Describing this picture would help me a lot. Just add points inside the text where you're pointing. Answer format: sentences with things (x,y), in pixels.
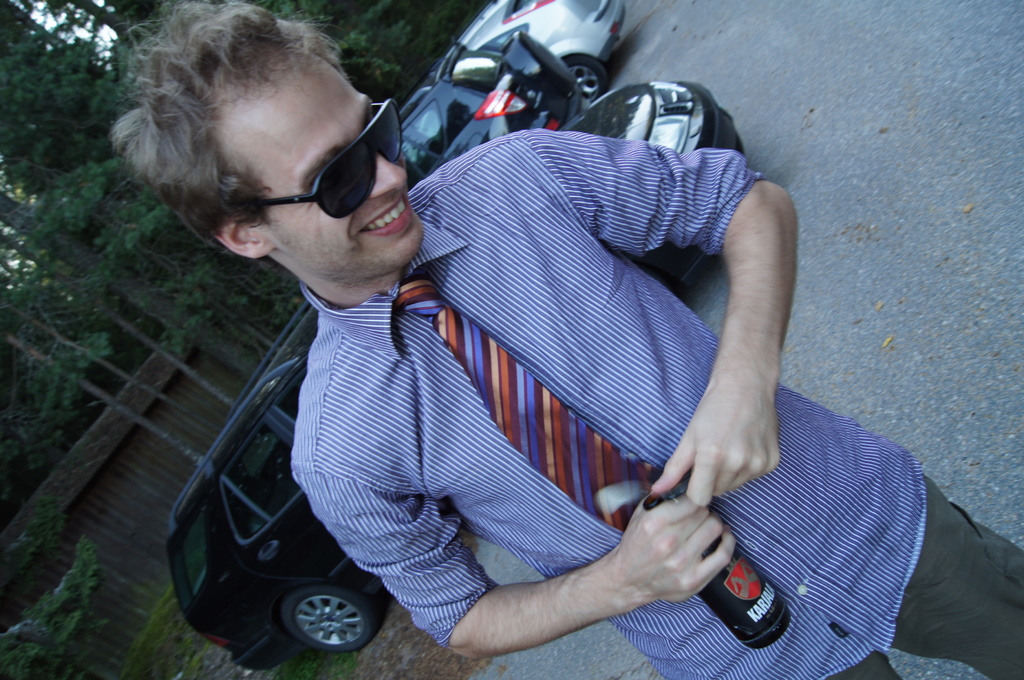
In the center of the image (357,409) there is a person (659,434) holding a bottle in his hand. In the background of the image (118,270) there are trees (115,281). There is a wall (155,368). There are cars (594,14) on the road (789,172).
